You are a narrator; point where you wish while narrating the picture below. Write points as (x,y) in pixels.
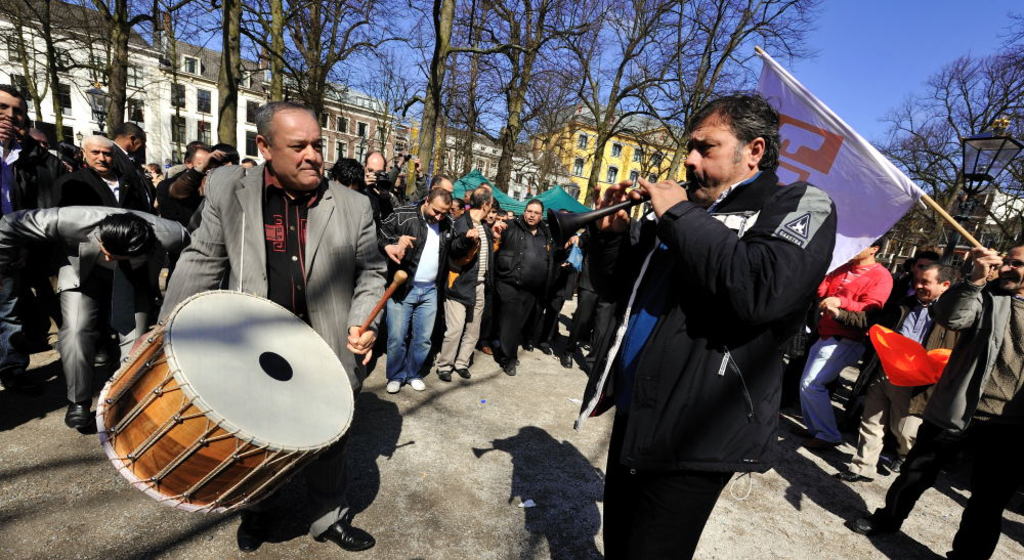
The image is outside of the city. In the image there are group of people (247,178) standing, dancing and playing their musical instruments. On right side (1018,367) there is a man (1015,383) holding a flag (880,211) on his hand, in background (392,61) there are some trees (683,85), buildings (996,209), street lights (992,164) and sky (944,50) is on top (853,33).
